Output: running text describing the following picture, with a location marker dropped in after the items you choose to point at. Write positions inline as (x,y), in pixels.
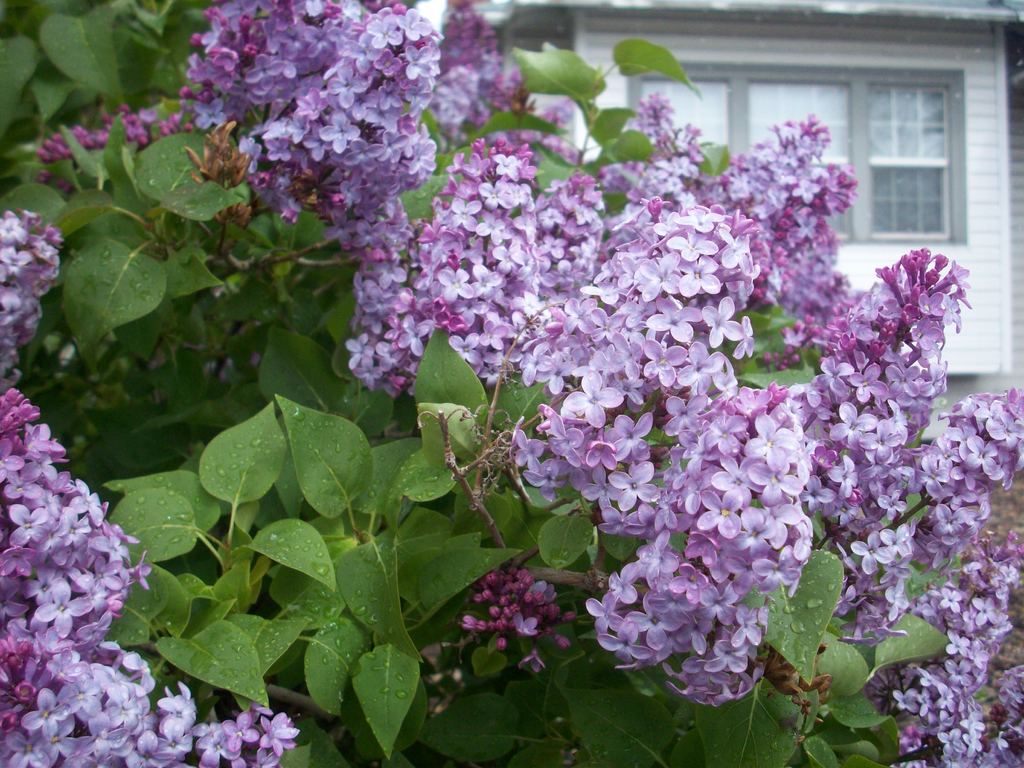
In this image I can see a tree (330,511) which is green in color and to the tree (167,239) I can see few flowers (525,263) which are pink in color. In the background (964,122) I can see a house (934,192) which is white in color and few windows (909,186).
